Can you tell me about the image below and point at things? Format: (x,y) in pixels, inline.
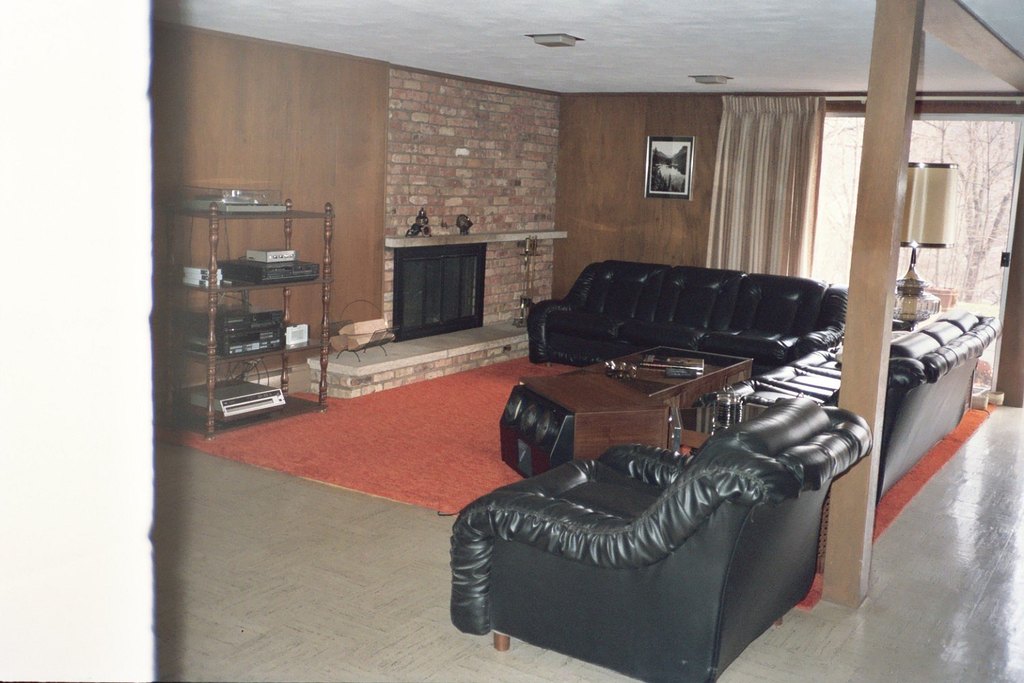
The picture is clicked inside a house (907,671), there are three black sofa (805,341) and the brown color table (604,369). We also observed there are beautiful curtains (763,164) and photo frames (674,166) are mounted to the wall (633,155). There is also a brick wall (527,140) for certain part of the house (483,140). There is a brown stand (210,219) filled with objects (257,253) and a red carpet (317,463) is on the floor (465,391).
